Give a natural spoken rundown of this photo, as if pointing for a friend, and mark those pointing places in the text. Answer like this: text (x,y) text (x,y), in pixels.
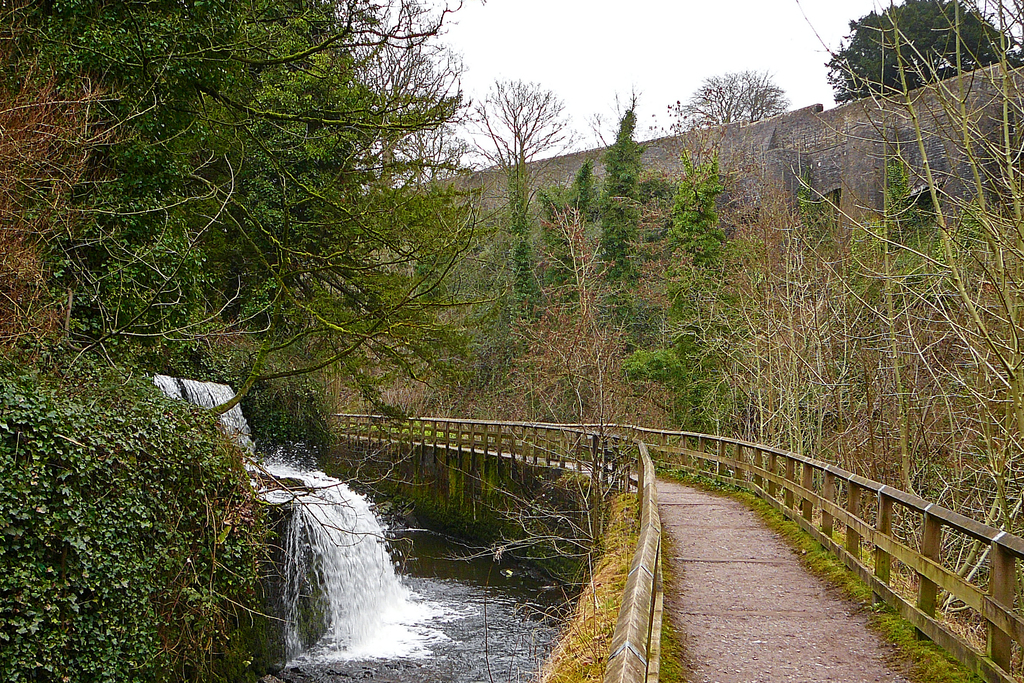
In the picture we can see the bridge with railings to it and beside it, we can see the waterfall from the plants (17,618) and opposite side, we can see the trees (990,337) and the wall (990,80) and behind the wall (888,148) also we can see a part of the tree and the sky (710,17).
